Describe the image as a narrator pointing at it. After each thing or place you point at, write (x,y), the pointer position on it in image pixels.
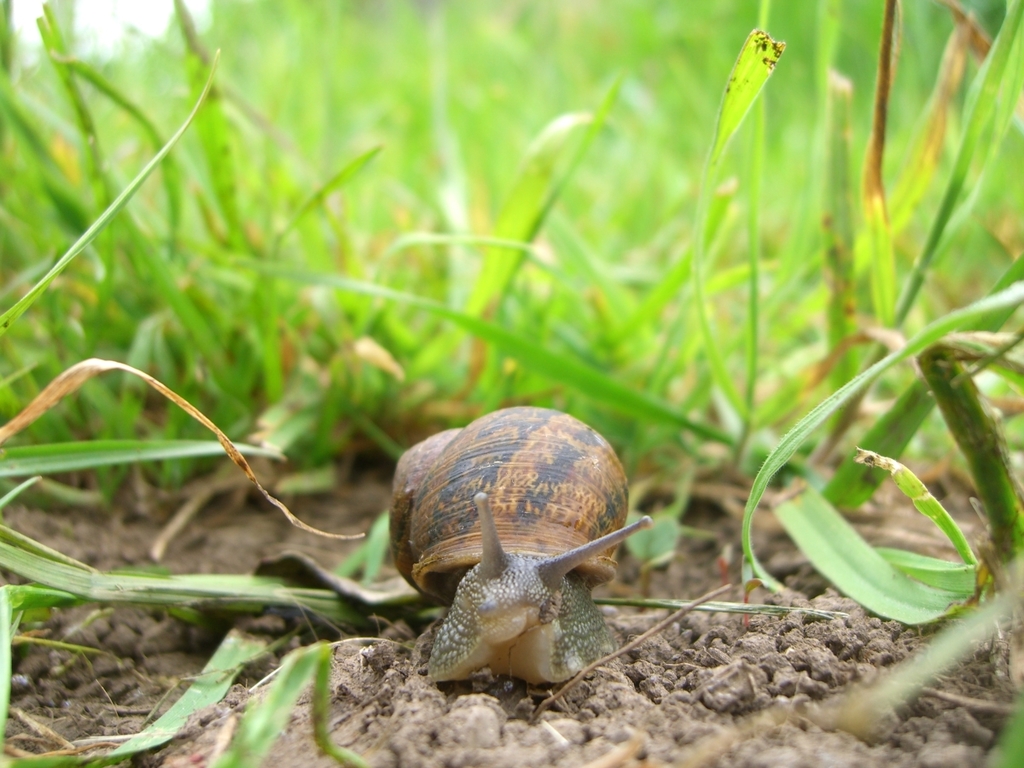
In this image I can see a snail (557,607) which is green and cream in color and a shell (532,465) which is brown and black in color. I can see the ground (637,684) and some grass (438,305). In the background (168,34) I can see the sky (98,44).
